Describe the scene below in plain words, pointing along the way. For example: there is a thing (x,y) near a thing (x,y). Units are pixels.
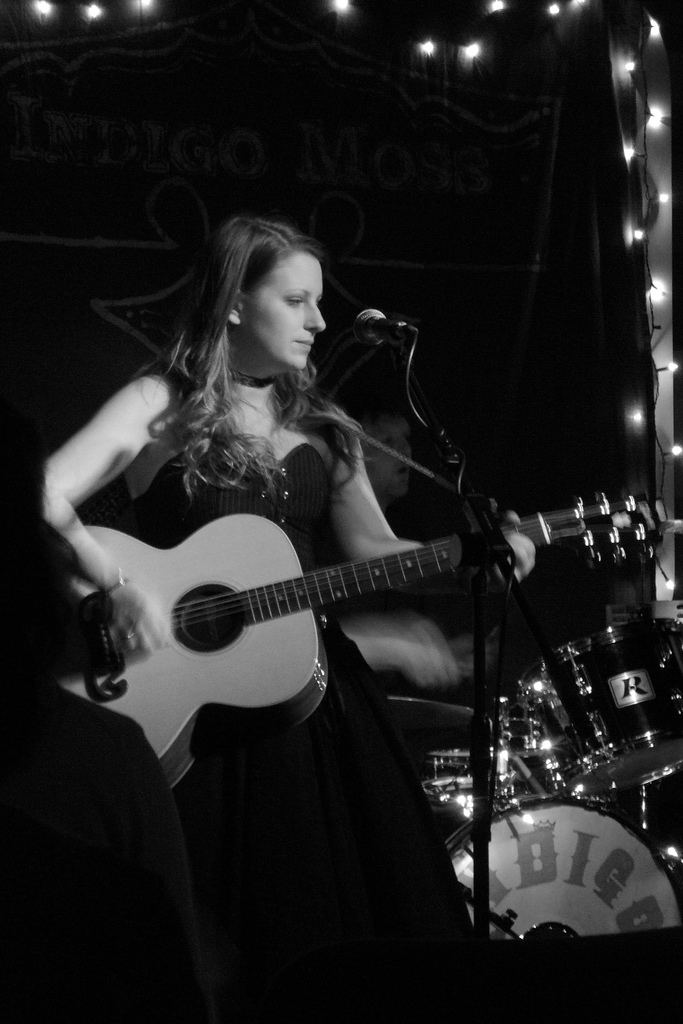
In this image I can see a person (288,364) standing in front of the mic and playing the guitar (243,642). To the left of her there is a drum set (548,795).
